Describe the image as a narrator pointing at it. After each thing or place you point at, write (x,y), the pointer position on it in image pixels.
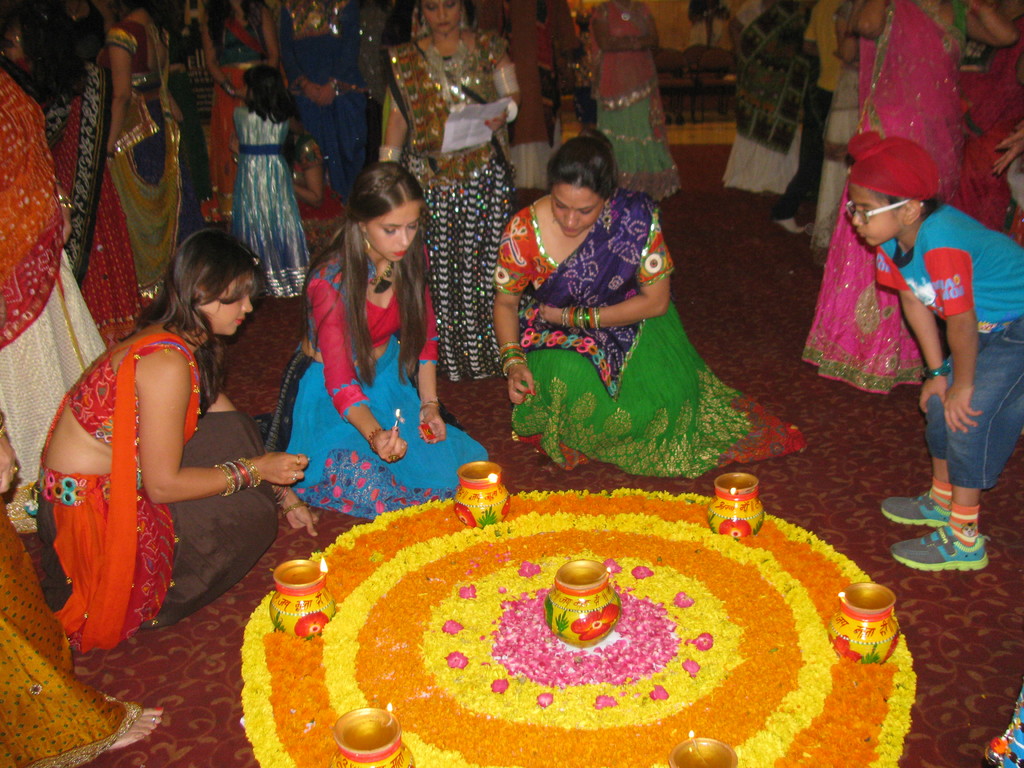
In this image there are people (617,125), flowers (617,515), pots (862,631) and objects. Among them one person (467,265) is holding a paper (468,128).
